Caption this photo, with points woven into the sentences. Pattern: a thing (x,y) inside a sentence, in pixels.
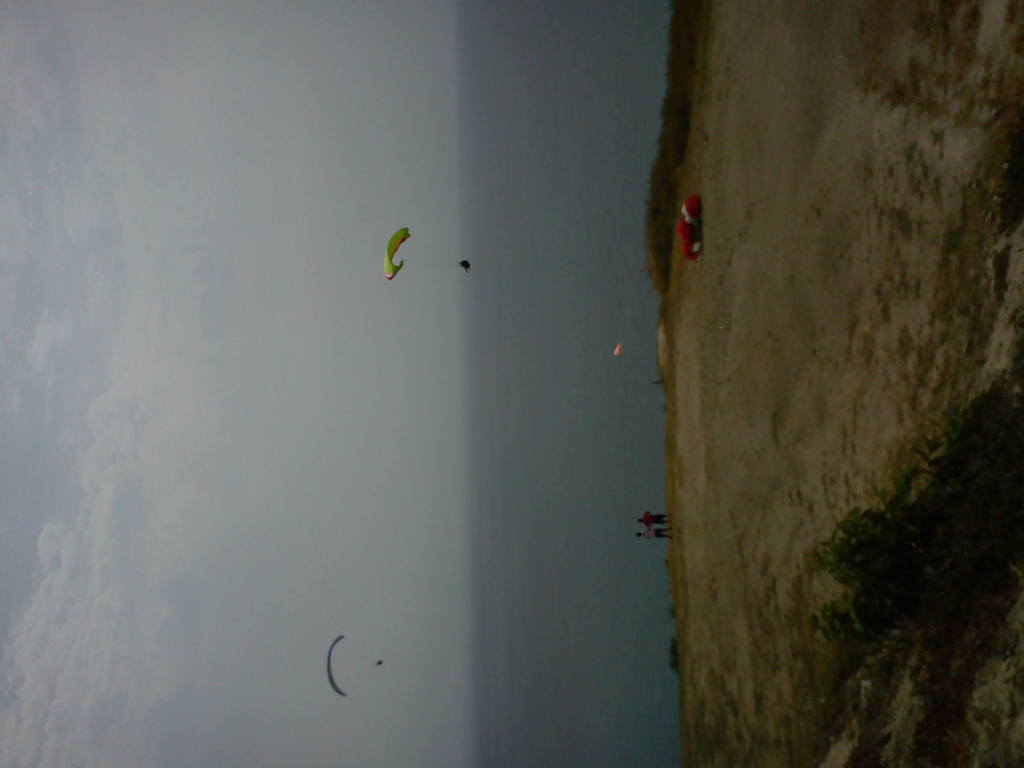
In the image there are few persons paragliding in the air (426,226), in the front (762,311) there is land (750,506) with two persons (659,534) standing on it and a red bundle (692,223) further away and over the back (588,316) there is ocean (645,547) and above it sky (67,279), this is a vertical image.
